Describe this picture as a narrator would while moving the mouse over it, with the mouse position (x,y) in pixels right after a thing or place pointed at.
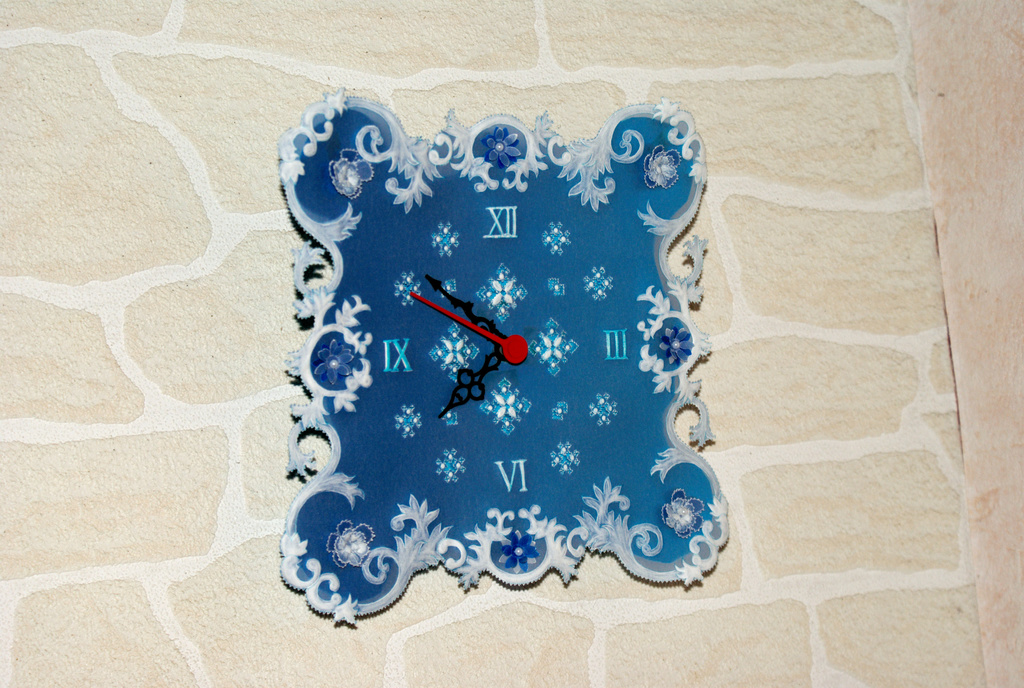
In this picture I can see there is a clock (298,184) here on the wall (447,96). It is in blue color and it has a minute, a second (478,329), a hour hand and there are some numerical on it. The wall (770,671) is of cream color and it has white strips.
